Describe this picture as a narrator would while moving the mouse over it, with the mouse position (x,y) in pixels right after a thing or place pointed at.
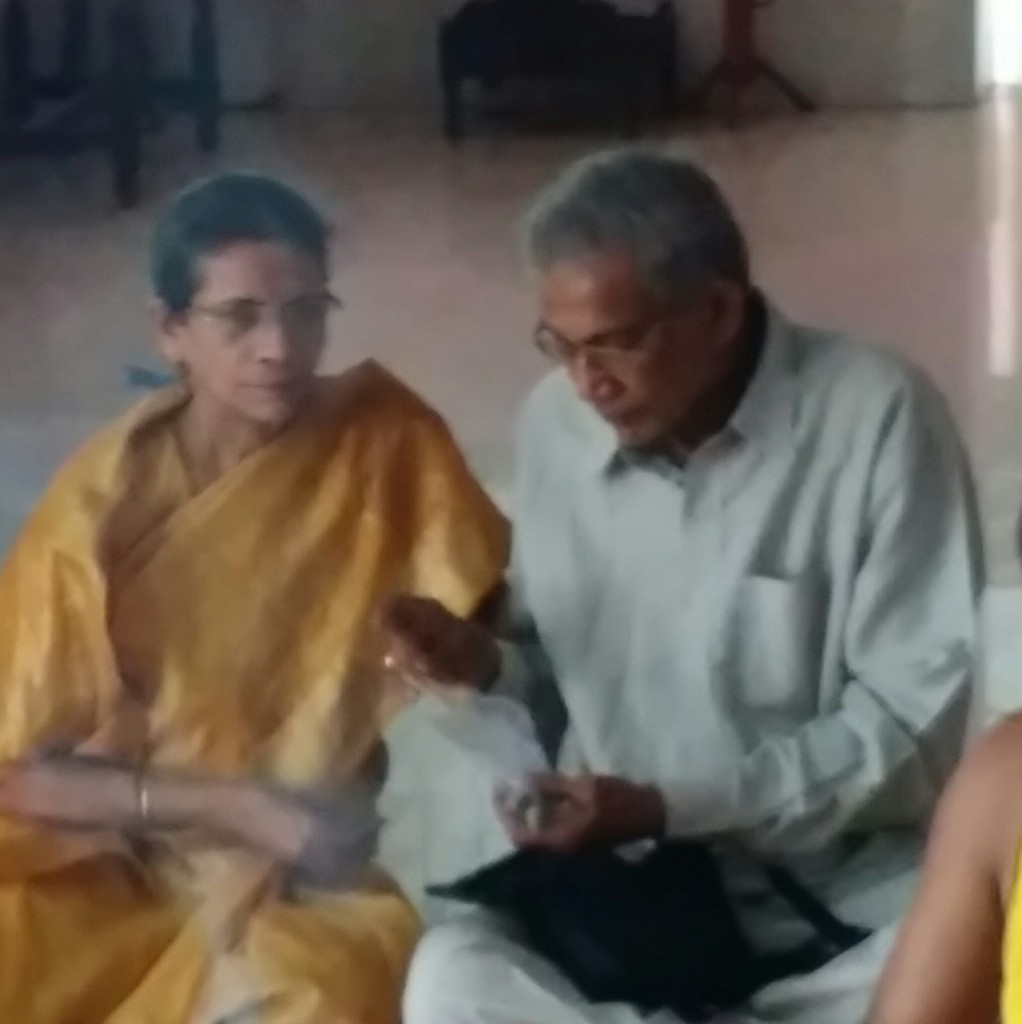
In this image in the middle (640,483), there is a man (692,641), he wears a shirt (688,778), trouser (528,958) and there is a woman (337,656), they both are sitting. At the bottom (976,792) there is a girl (976,792). In the background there is a wall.
